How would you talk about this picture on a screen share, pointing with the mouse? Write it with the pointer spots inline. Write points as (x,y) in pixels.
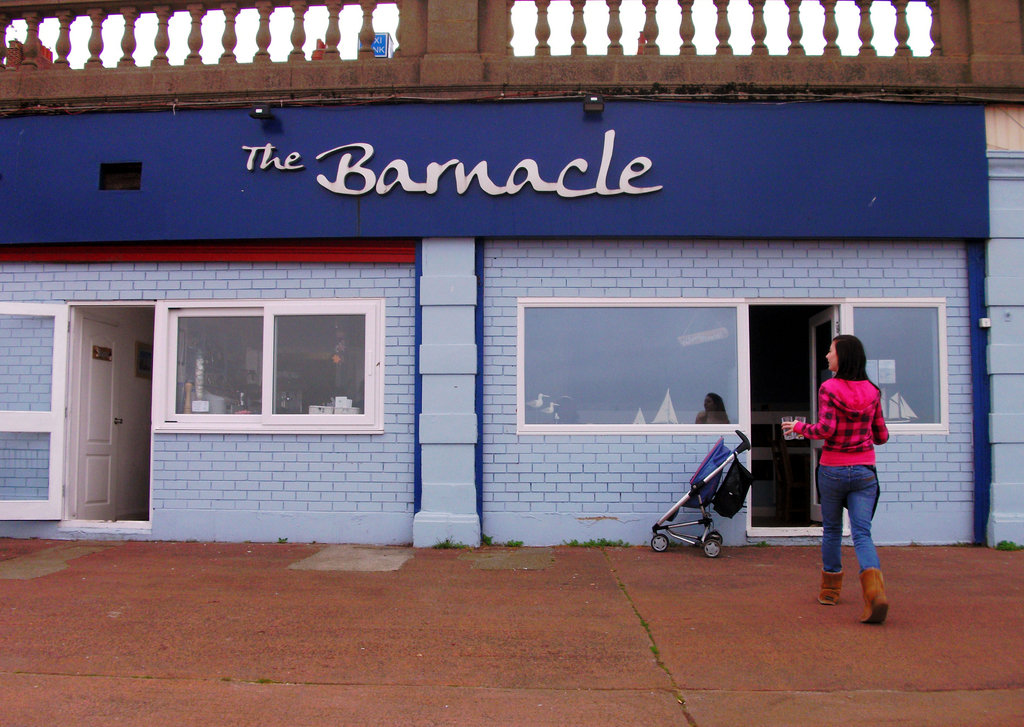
This image consists of a store (537,253) in the middle (438,362). It has doors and windows (574,312). There is a stroller (693,510) in the middle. There is a person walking on the right side (868,580). She is wearing a pink hoodie (839,387) and holding a glass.
